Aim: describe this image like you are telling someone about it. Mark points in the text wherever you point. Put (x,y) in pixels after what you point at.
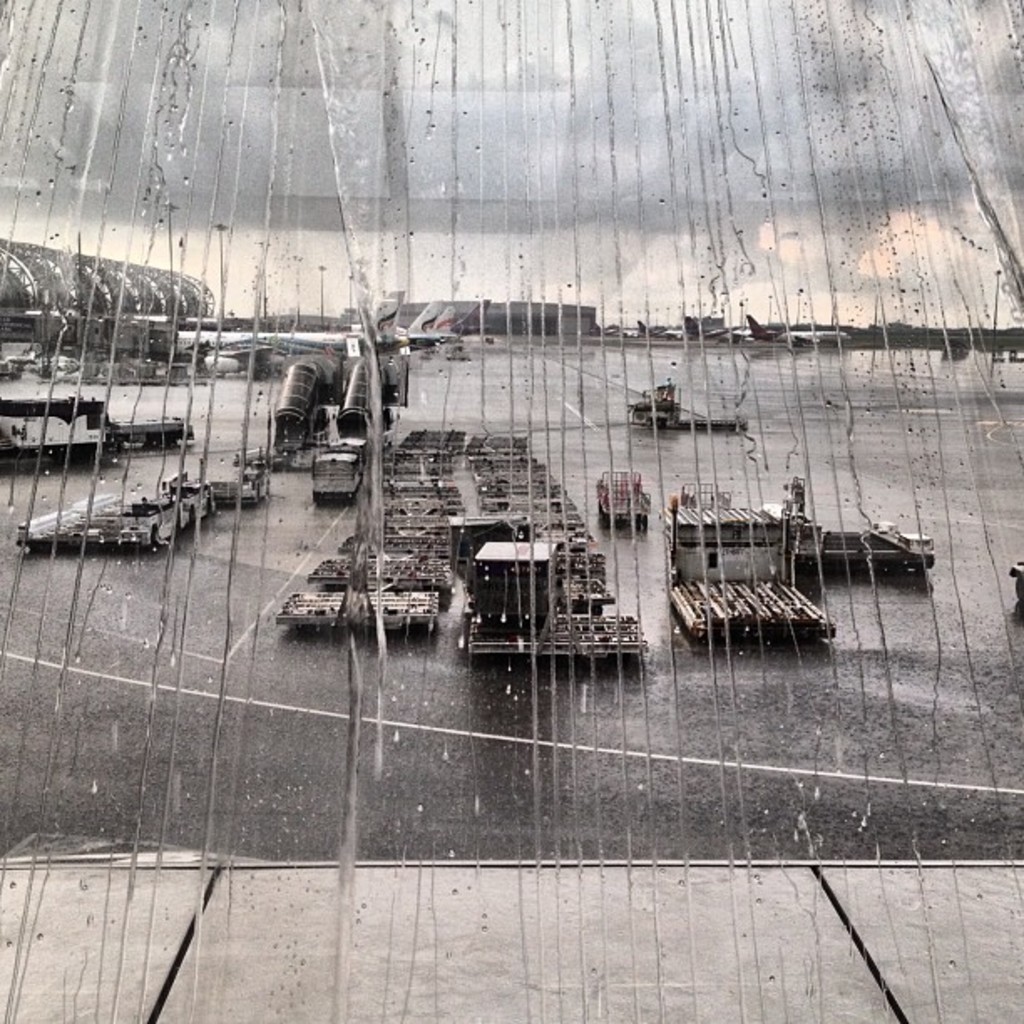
In this image I can see it is raining on the glass window (462,239). It looks like an airport (475,477).
